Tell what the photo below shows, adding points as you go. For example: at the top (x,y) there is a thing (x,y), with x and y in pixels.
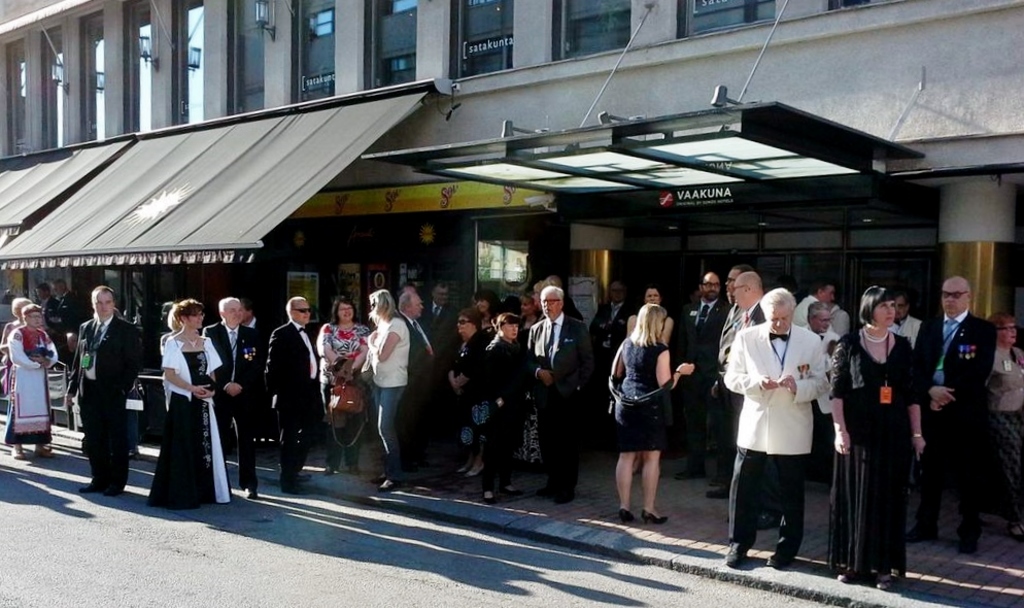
In this image, we can see a group of people (996,490) are standing on the road (439,573) and walkway (686,521). Background (602,227) there is a building (430,290), walls (250,280), poster (591,280), doors (665,280), pillar (980,259) and glass windows (507,246). Few people (96,370) are holding some objects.
